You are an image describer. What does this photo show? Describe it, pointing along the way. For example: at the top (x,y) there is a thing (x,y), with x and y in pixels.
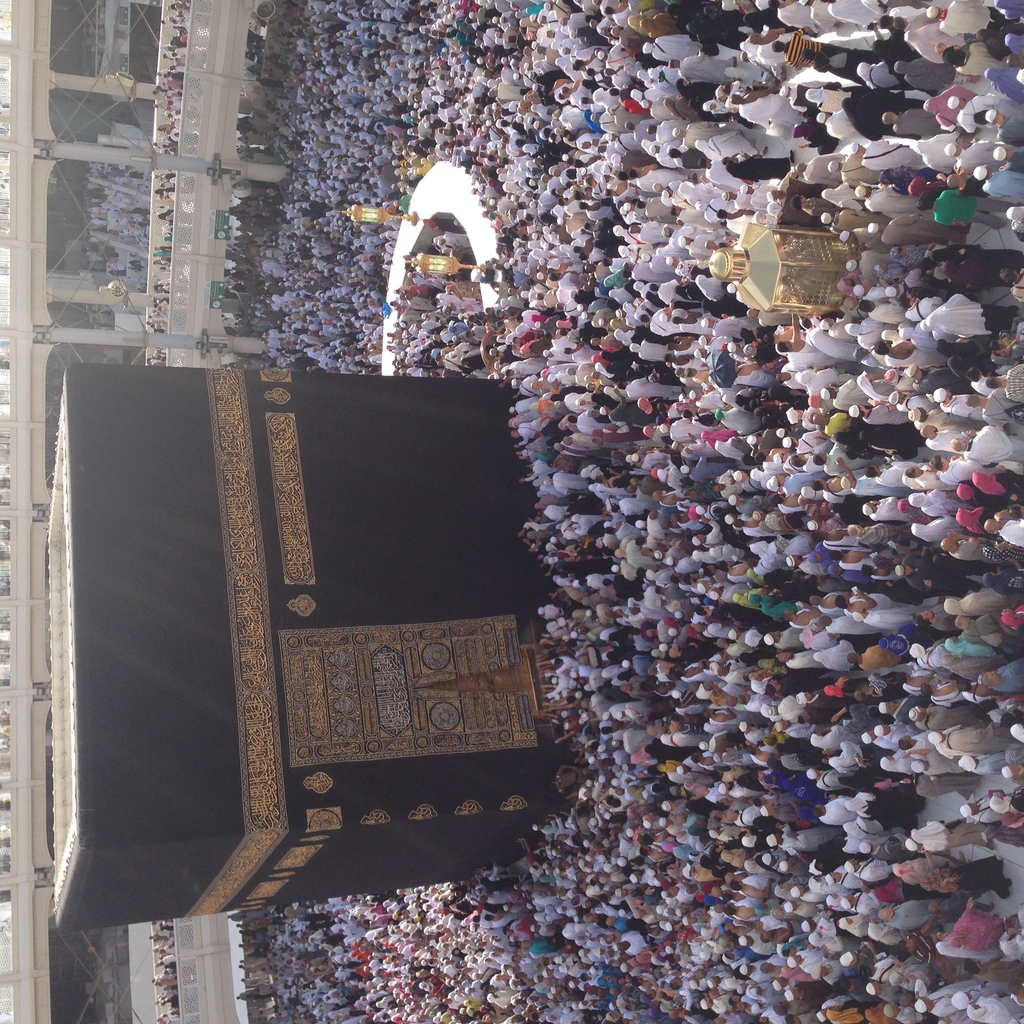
In the center of the image (394,402) there is a Kaaba (209,476). Around the Kaaba (138,453) there are people (757,776) standing. In the background of the image (81,216) there are blocks of buildings (80,132) with people (116,169) in it.
